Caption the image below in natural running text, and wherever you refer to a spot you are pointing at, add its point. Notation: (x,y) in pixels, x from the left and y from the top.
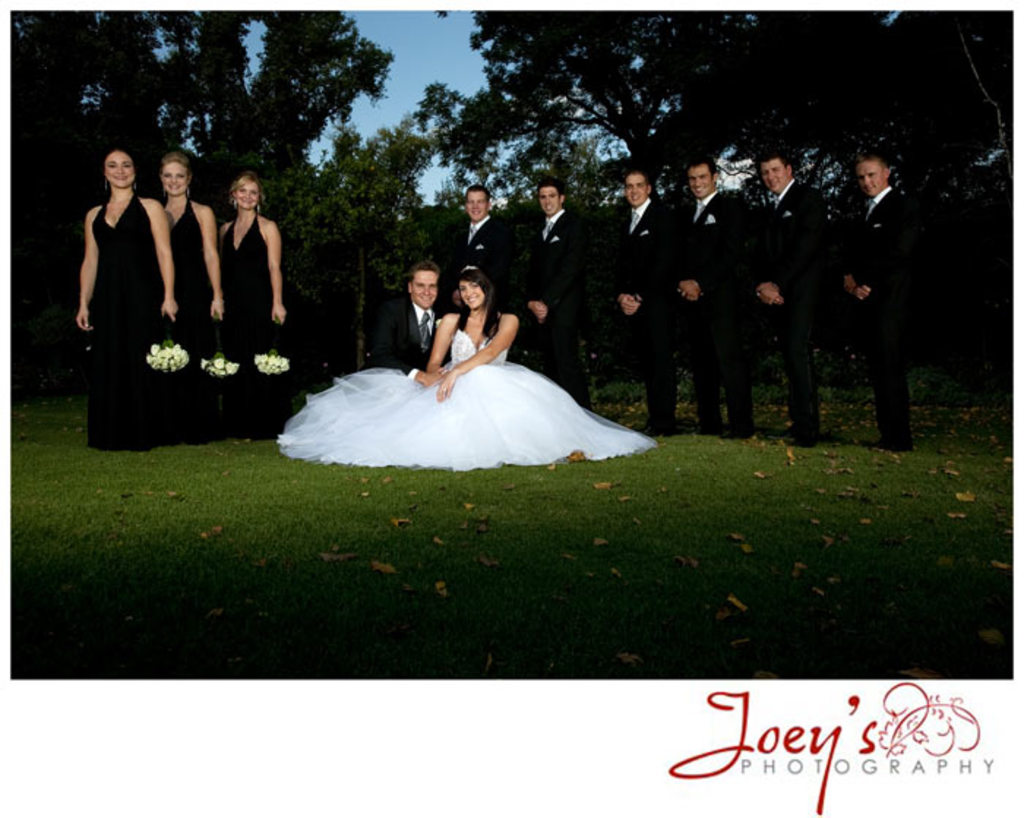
In the picture there is a married couple (447,344). On the left (132,294) there are three women (153,294) standing holding bouquets (234,368). In the center (508,290) towards right (763,221) there are six man (684,268) standing. In the foreground of the picture (423,548) there are dry leaves (446,585) and grass (456,565). In the background (400,169) there are trees (220,124).
